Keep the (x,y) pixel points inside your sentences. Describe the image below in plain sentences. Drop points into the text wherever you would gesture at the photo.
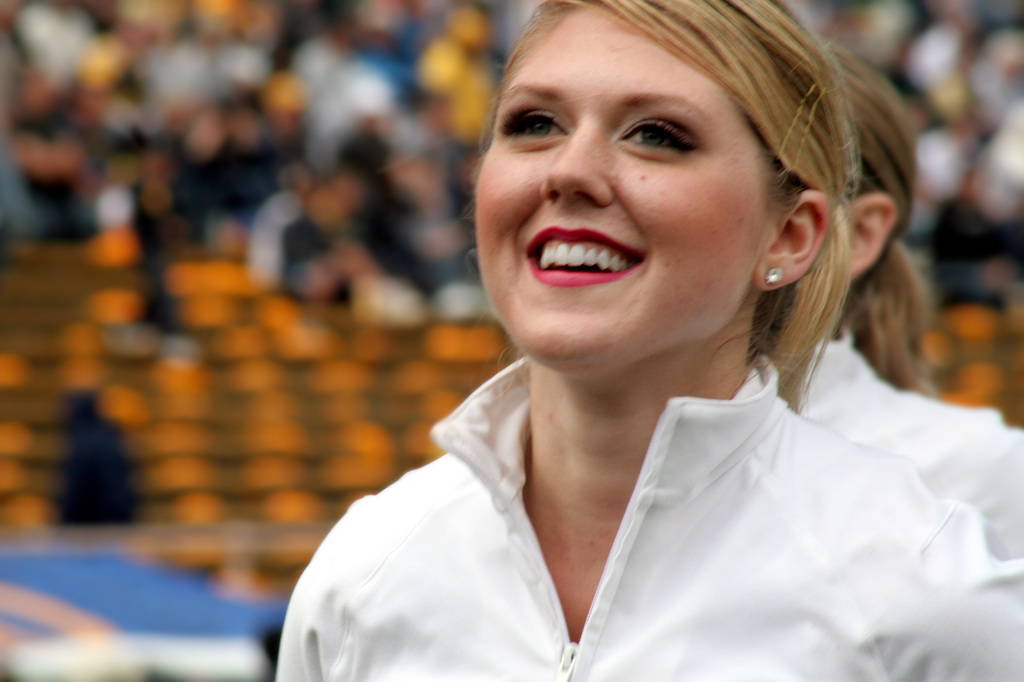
This image consists of two women (834,439) wearing white dresses (898,516). In the background (280,131), there is a huge crowd (64,20). It looks like it is clicked in a stadium (83,662). And the background (129,337) is blurred.
